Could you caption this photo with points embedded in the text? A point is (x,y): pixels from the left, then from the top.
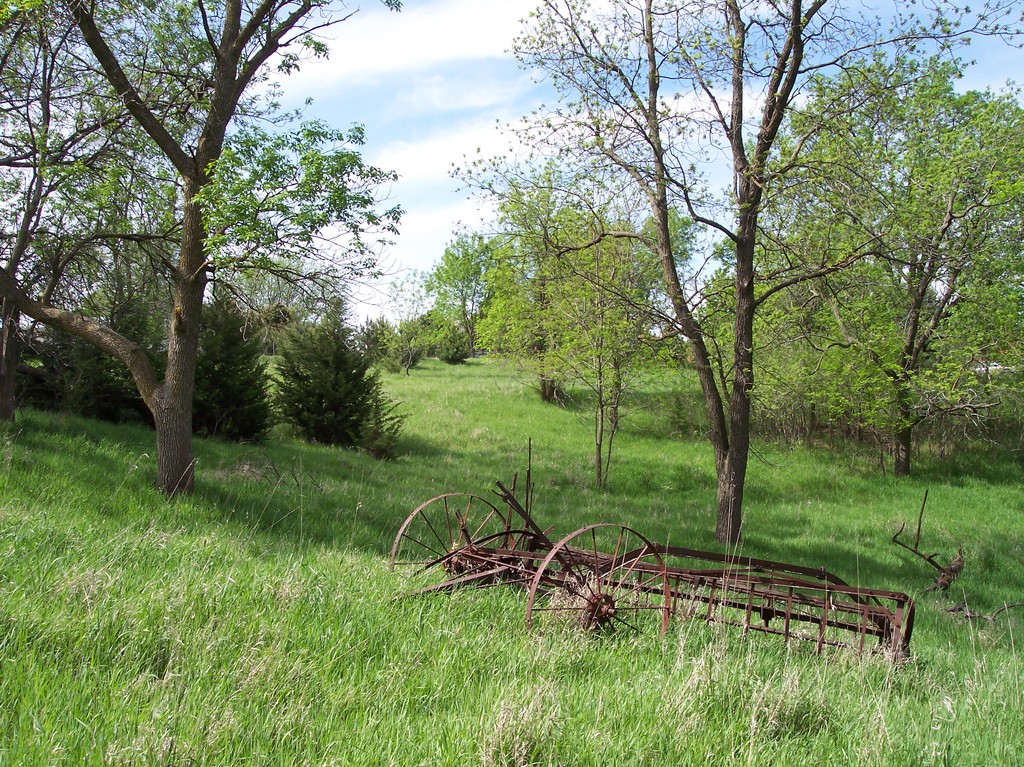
In this image I can see a damaged wheel cart (656,607) on the grass (411,415). There are trees (933,387) and sky (442,132) at the top (444,128).
